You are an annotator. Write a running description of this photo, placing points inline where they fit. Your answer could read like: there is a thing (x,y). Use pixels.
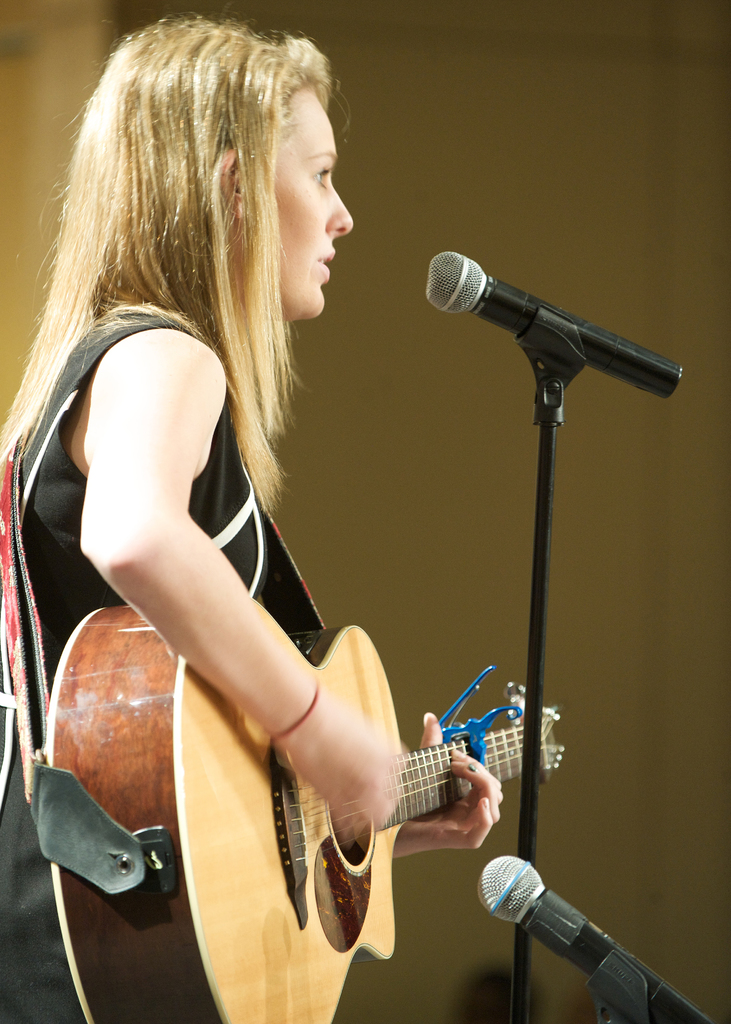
She is standing. She is holding a guitar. She is playing a guitar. We can see in background (371,379) brown color wall (496,254).
